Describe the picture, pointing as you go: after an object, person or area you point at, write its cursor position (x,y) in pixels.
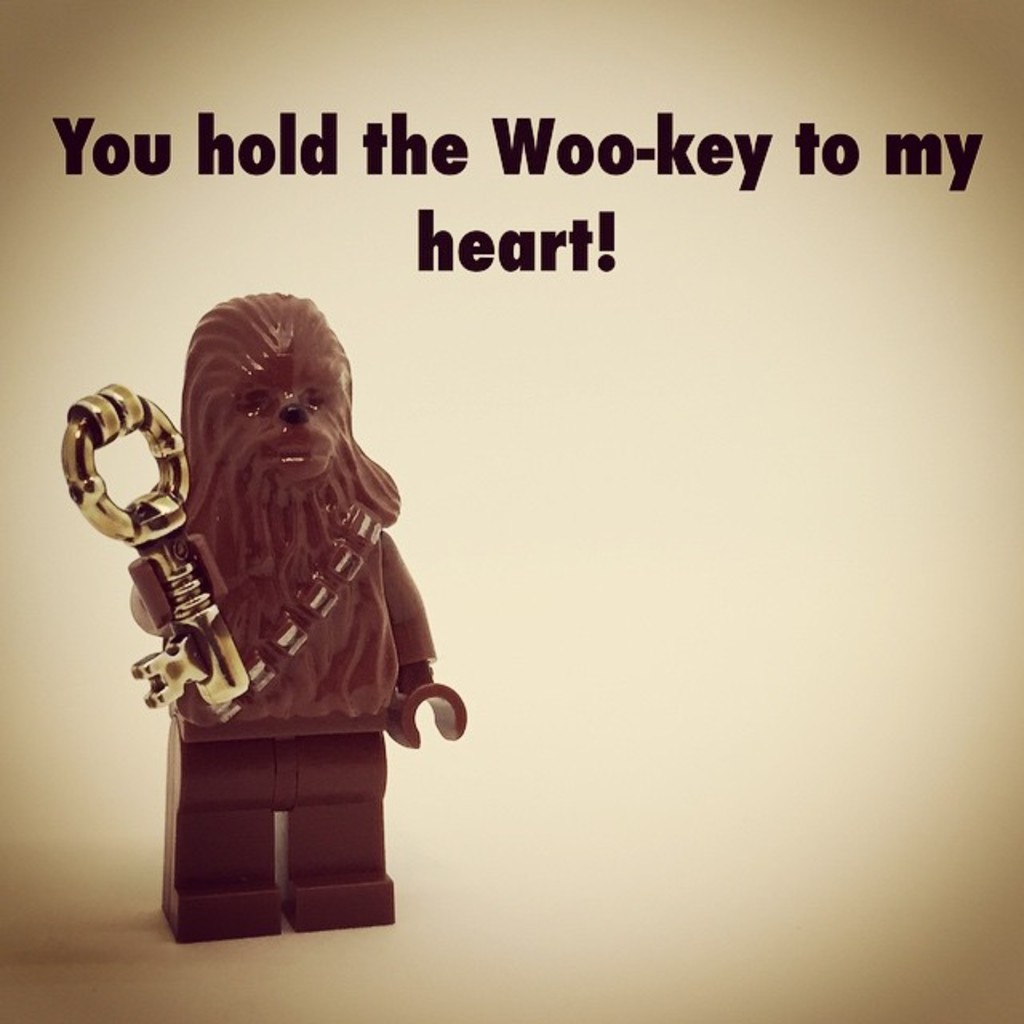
In this image on the left side (313,566) we can see a toy (335,711) holding a key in the hand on a platform (505,957). At the top (582,211) we can see texts (315,170) written on the image.
